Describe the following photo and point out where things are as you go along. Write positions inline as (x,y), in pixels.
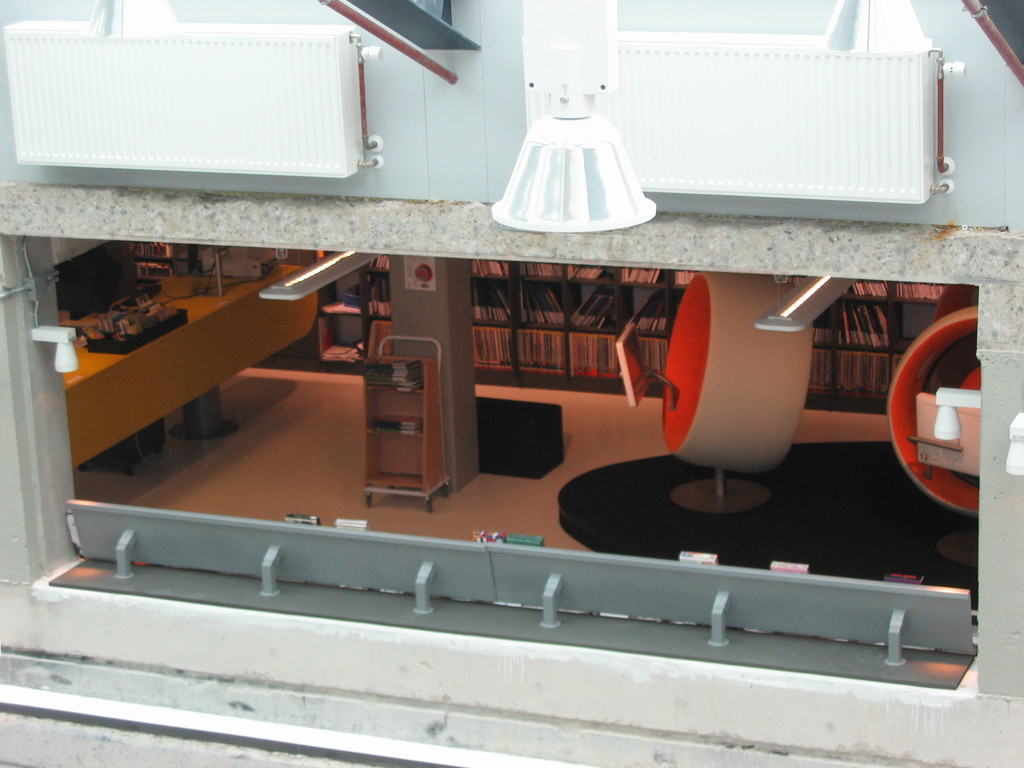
This image consists of a window (345,607), through which we can see a room (691,360). It looks like a library (176,285). In which there are many books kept in the racks (833,378). At the bottom (751,522), there is a floor (885,550). At the top (880,70), we can see some objects (107,102) in white color.
